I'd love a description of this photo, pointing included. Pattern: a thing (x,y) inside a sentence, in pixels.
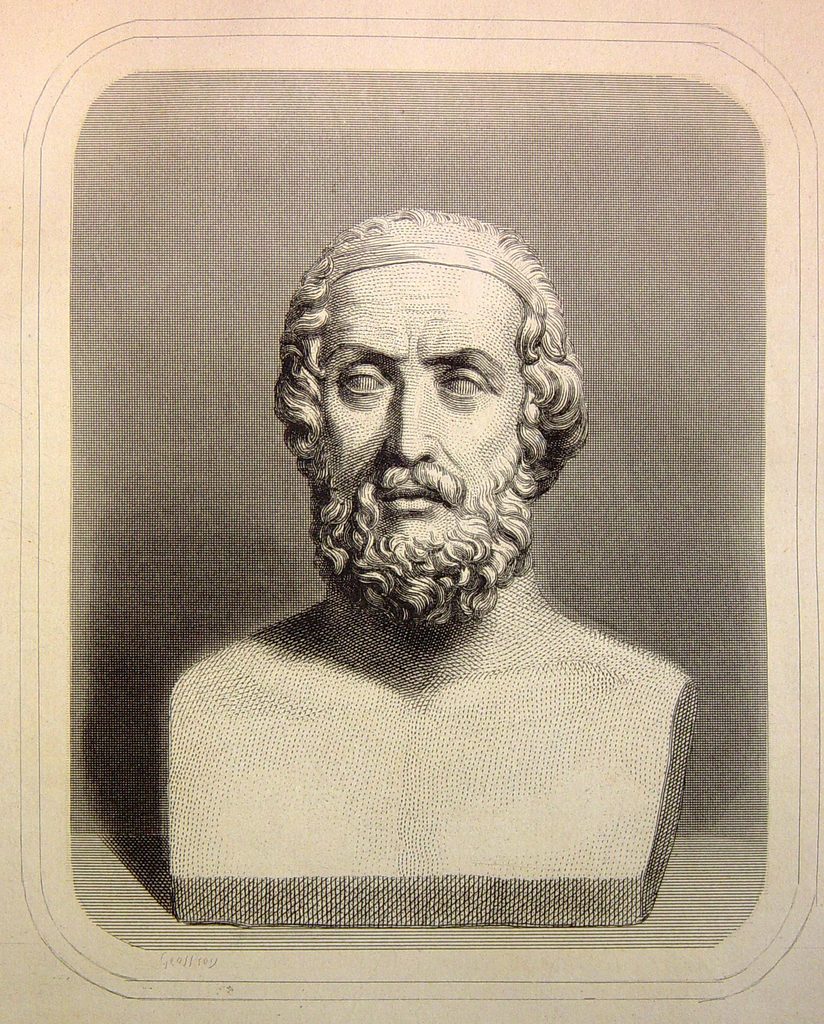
In this image we can see there is a photo of a sculpture (371,358).
